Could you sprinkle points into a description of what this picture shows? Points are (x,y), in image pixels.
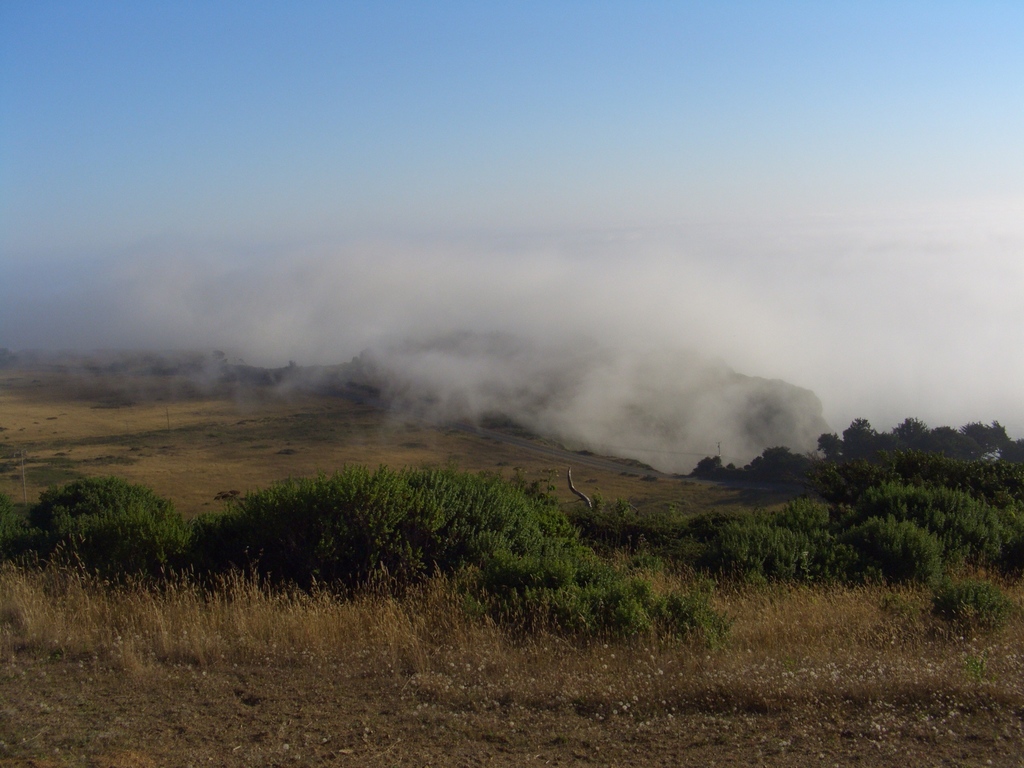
In the picture we can see a grass surface (467,757) on it, we can see some grass plants (217,654), trees (643,579) and a fog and in the background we can see a sky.
